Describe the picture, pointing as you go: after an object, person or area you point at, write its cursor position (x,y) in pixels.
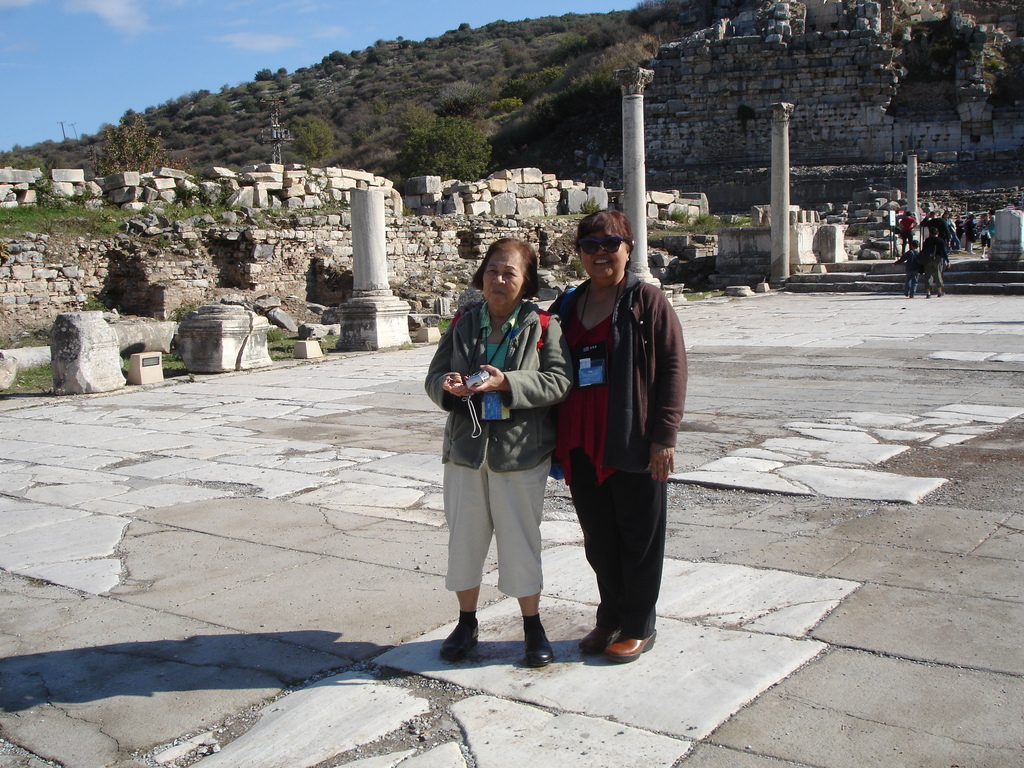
In this image I see 2 women (509,242) over here in which this woman (580,255) is smiling and I see that this woman (479,418) is holding a thing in her hands (461,377) and I see the path (49,455). In the background (908,287) I see the stones (529,184), pillars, few people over here, wall (844,67) over here and I see the plants (257,107) and trees (235,88) and I see the sky (123,25).
